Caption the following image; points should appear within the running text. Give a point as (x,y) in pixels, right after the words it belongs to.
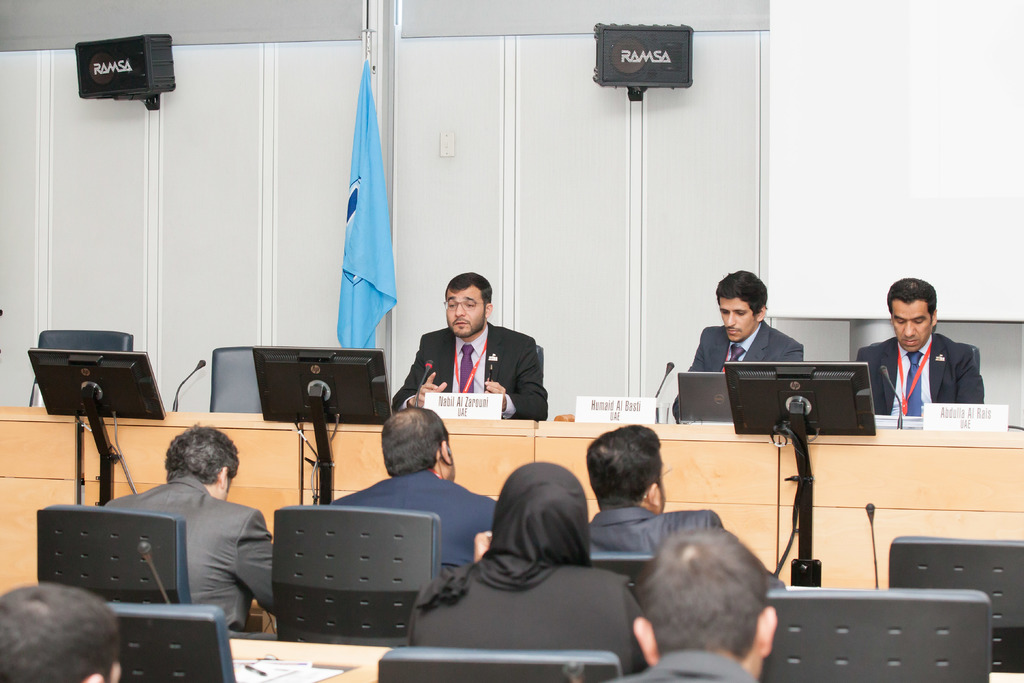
In this picture, There are some people (12,623) sitting on the chairs (862,611) which are in black color, There is a table (937,468) which is in yellow color and there are some computers (153,402) which are in black color and in the background (175,197) there is a white color wall (483,188) and in the top (112,67) there are some black color speakers (123,75).
